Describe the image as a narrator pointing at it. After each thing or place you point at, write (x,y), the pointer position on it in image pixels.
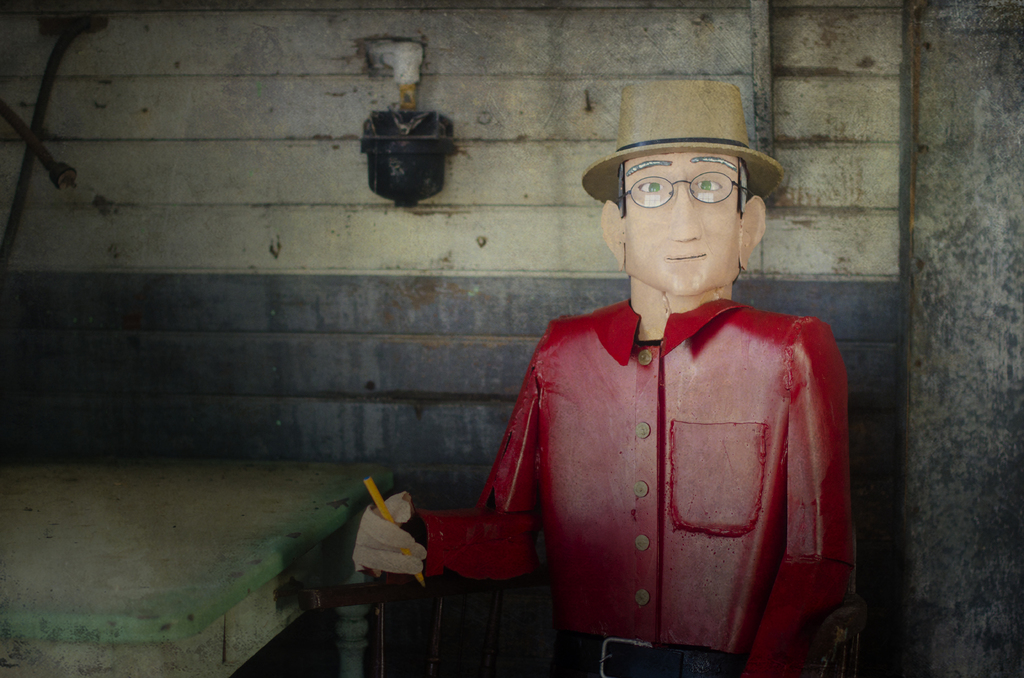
In the image there is a sculpture (605,431) made to sit on a chair (437,608) and beside that there is a table (196,571) and in the background (919,224) there is a wall (868,219).
